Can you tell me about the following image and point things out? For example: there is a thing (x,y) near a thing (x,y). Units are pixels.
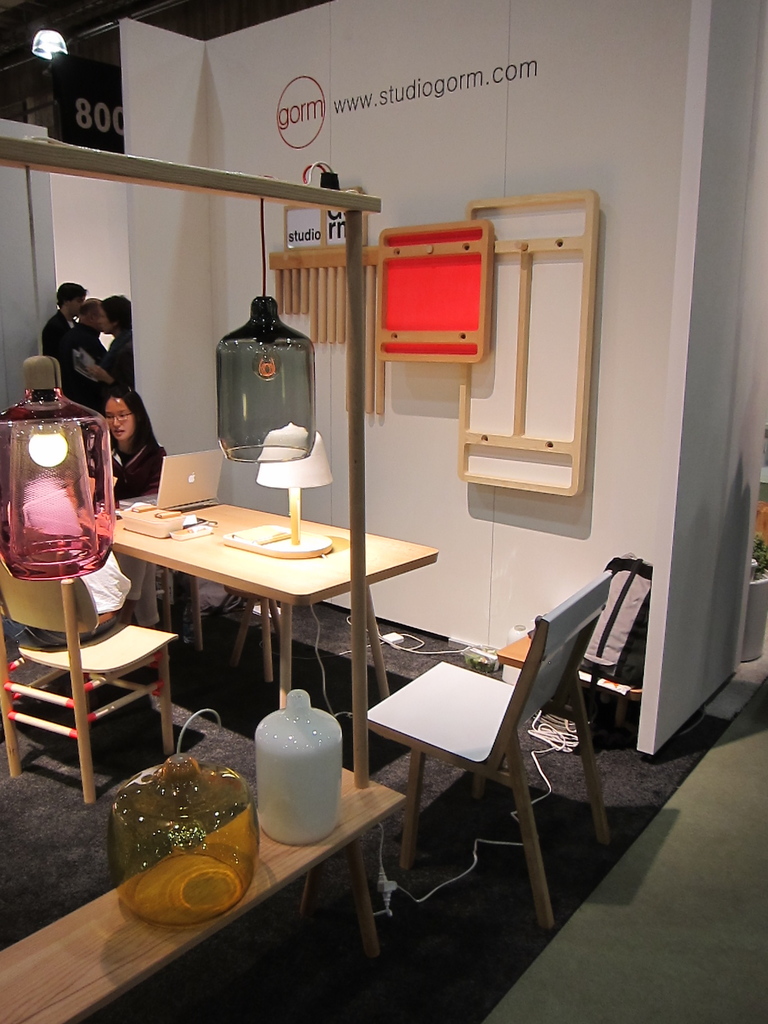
In this image we can see some chairs (465,693) and two Women (116,490) are sitting on the chair (106,641) in front of them there is a table (153,539) on the table (242,518) we have papers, books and laptop (192,483) and different types of lamps (29,558) are hanging from a frame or placed on a bench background we can see some people (92,334) are standing position.
